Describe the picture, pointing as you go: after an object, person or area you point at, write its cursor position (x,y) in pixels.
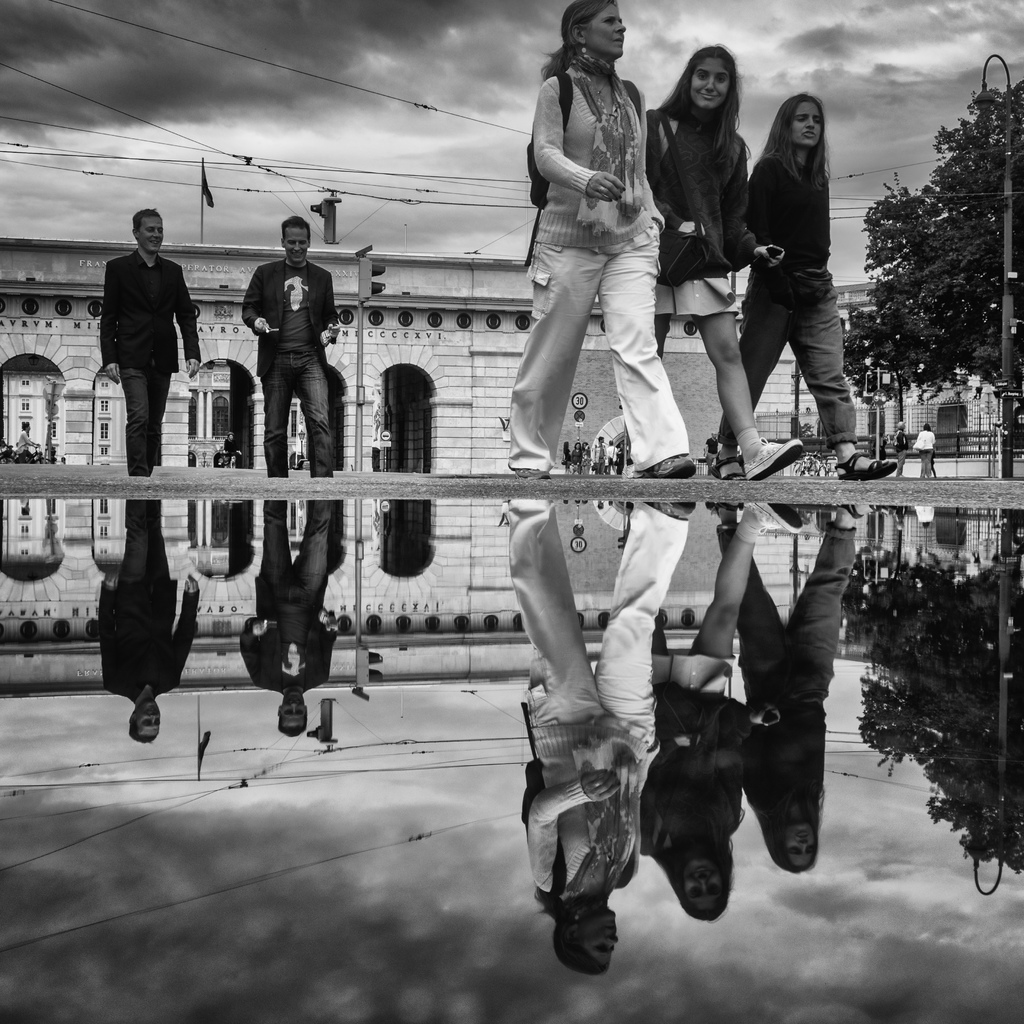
This is a black and white image and here we can see people (567,348) walking on the road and in the background (922,312), there are buildings (404,371), poles (877,375), trees (917,361) and boards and we can see wires (27,145) and a flag (206,195). At the top (393,49), there are clouds (369,111) in the sky (400,55) and at the bottom (261,892), there is water (199,809).
